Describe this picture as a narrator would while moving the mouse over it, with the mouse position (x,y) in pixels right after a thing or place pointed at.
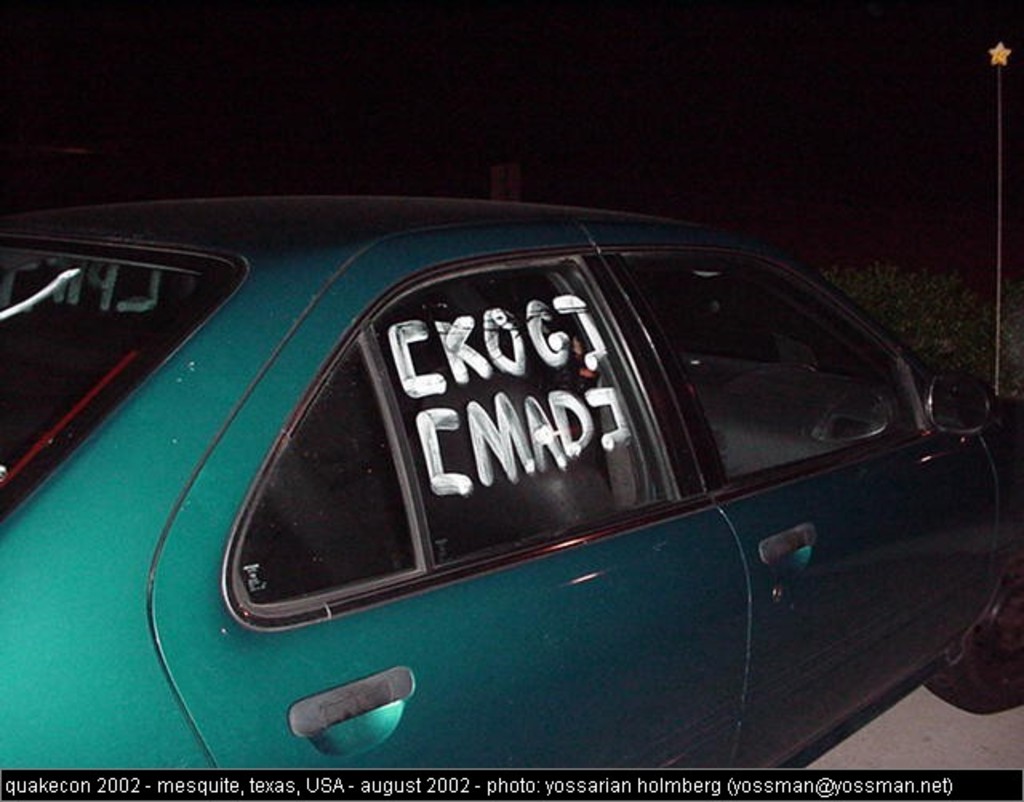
In this image, we can see a vehicle (357,272). We can see some plants (891,299) and a pole (1001,149). We can also see the dark sky (650,176). We can also see the ground (937,717) and some text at the bottom (1010,748).
